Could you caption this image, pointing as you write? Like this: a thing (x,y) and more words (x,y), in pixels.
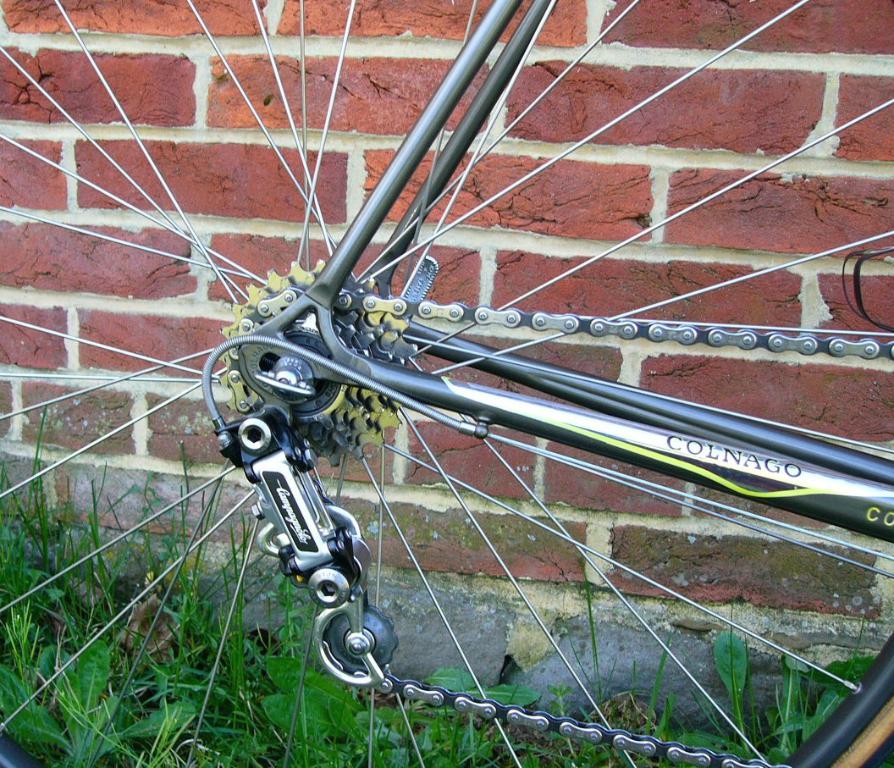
In this picture I can see a bicycle wheel (885,729) and I can see few plants (213,601) on the ground (97,736) and a brick wall (705,17).
